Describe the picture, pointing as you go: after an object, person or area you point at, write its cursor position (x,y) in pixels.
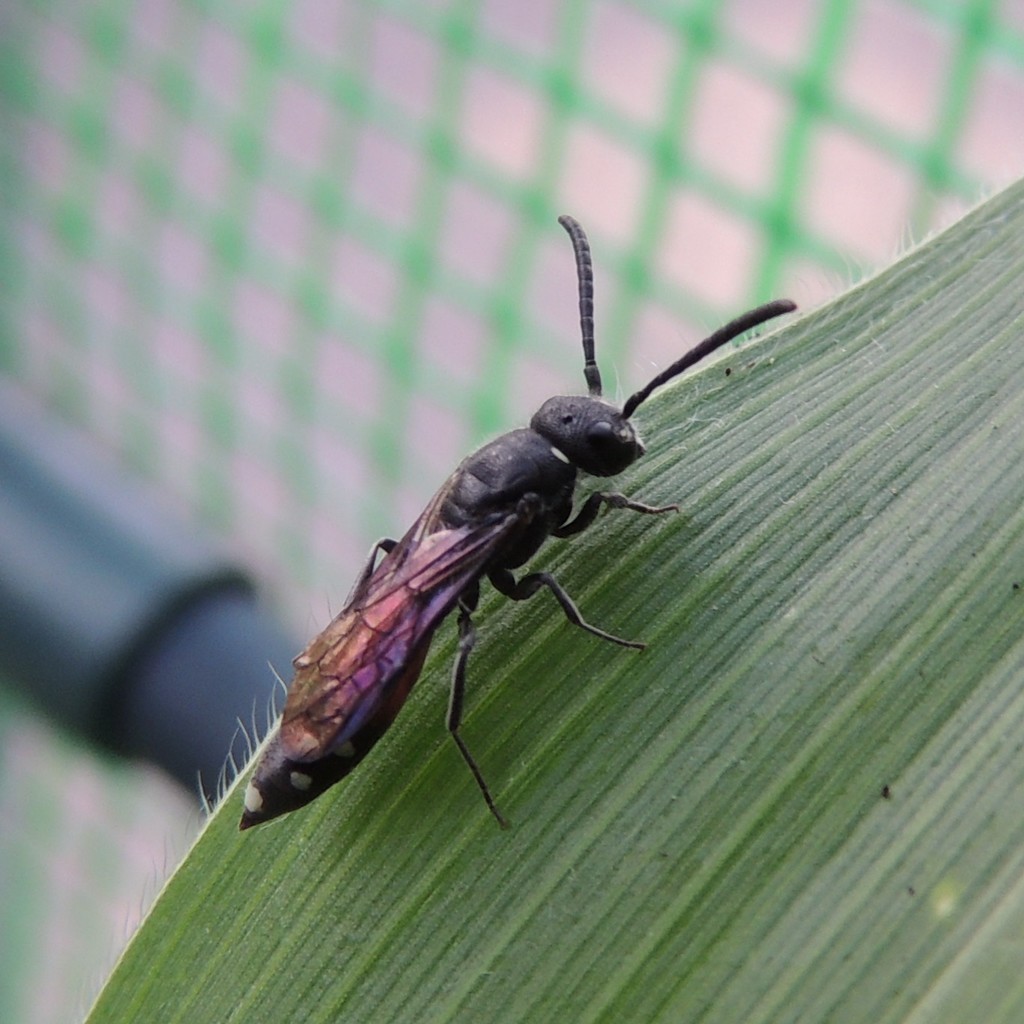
In this image there is an insect (536,497) on a leaf (606,883), in the background (273,360) it is blurred.
